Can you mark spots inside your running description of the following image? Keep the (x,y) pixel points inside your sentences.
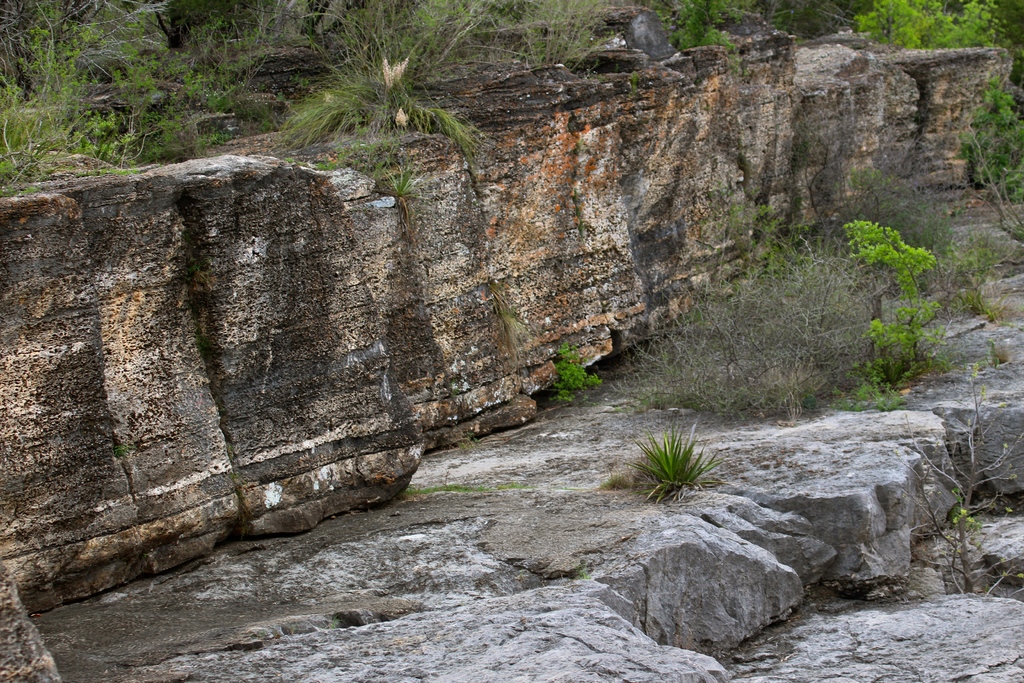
In this image, we can see a wall (424,172), we can see some plants (822,220) and trees (835,23).
